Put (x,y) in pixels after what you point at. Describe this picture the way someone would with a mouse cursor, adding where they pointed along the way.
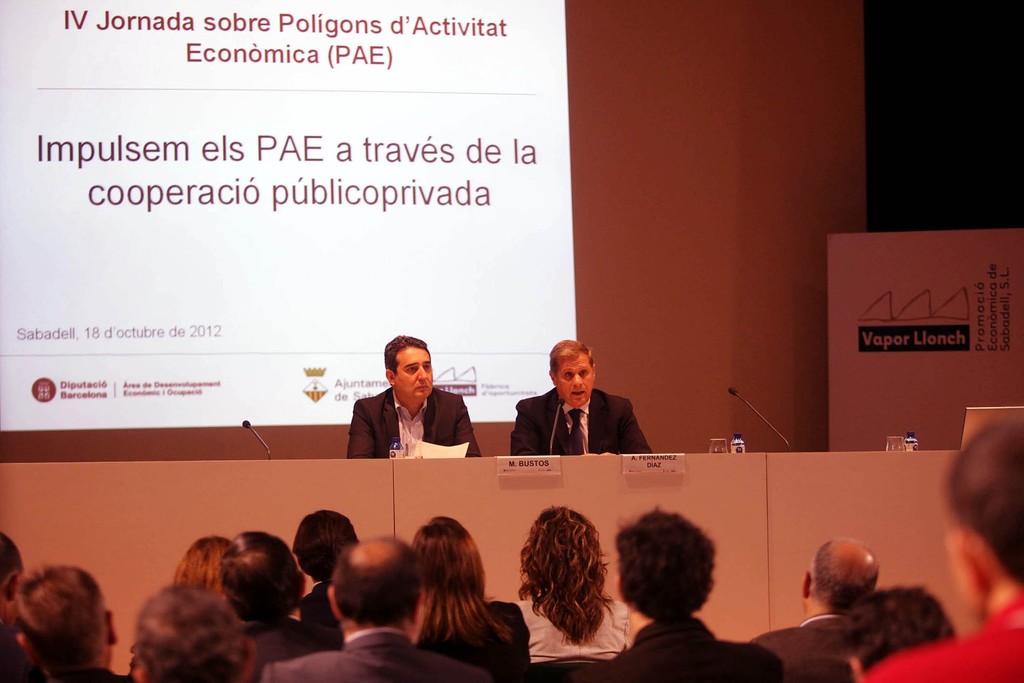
In this image we can see a group of people (493,636) sitting. In the center of the image (430,417) we can see a person (454,423) holding a paper (448,452), group of microphones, bottles (912,445), glasses (893,444) and a device (990,423) placed on the table (409,499). In the background (937,378), we can see a banner (890,299) with some text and a screen (437,218).
